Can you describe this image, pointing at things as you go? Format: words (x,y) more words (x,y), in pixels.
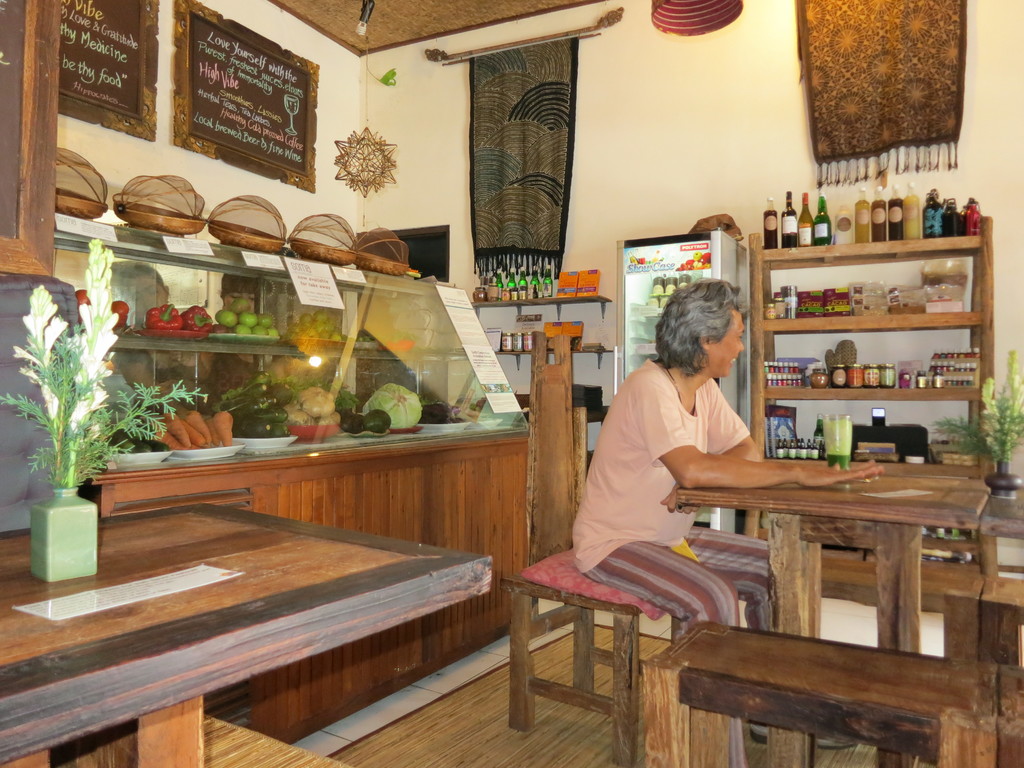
In this image there is a person (680,531) sitting on a chair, in front him there is a table (889,544), on that table (861,497) there is a glass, in the background (852,294) there are shelves (830,261), in that shelves (820,247) there are bottles (510,289) and few items (893,379) and there is a cabinet (139,479) in that there are fruits (226,322) and there is a wall (752,96) for that wall (620,119) there are curtains (543,93) and posters (226,93), on the left side (114,544) there is a table (178,616), on that table (183,592) there is a flower vase (67,563).
